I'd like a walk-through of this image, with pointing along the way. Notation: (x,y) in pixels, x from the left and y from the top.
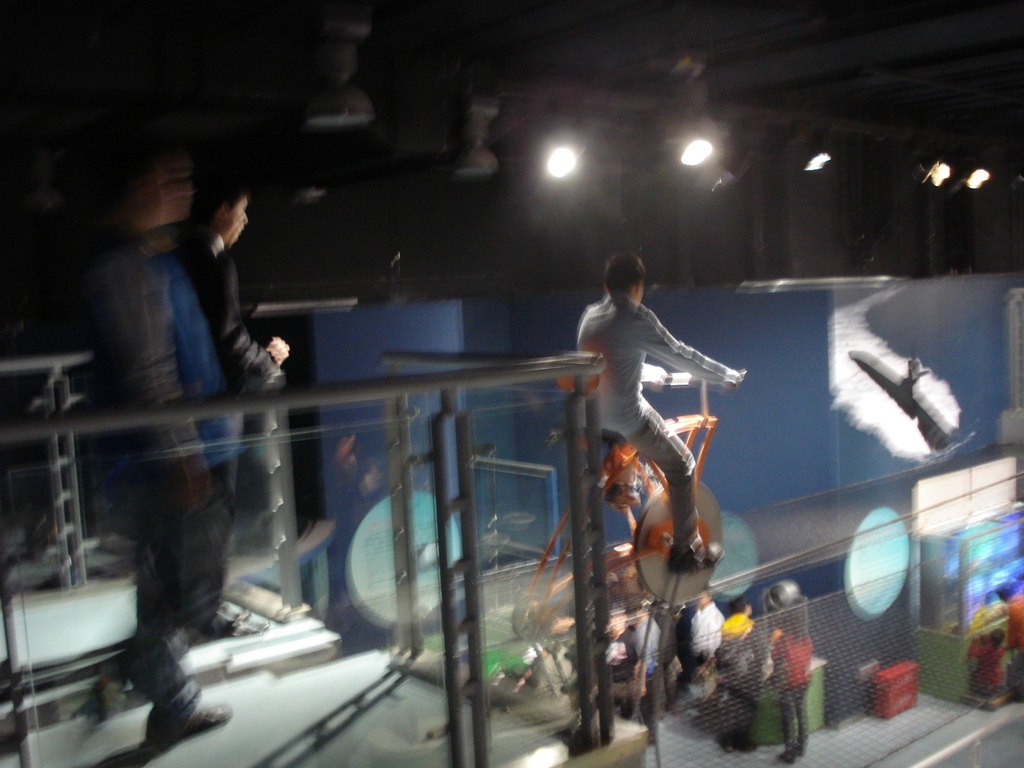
In this picture we can see there are two people (164,462) standing and a person (669,442) is riding a vehicle (653,545) on the rope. On the path (847,752) there is a fence (597,647) and some people (635,671) are standing and behind the people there is a wall (802,342) and at the top (988,178) there are lights (944,173).
